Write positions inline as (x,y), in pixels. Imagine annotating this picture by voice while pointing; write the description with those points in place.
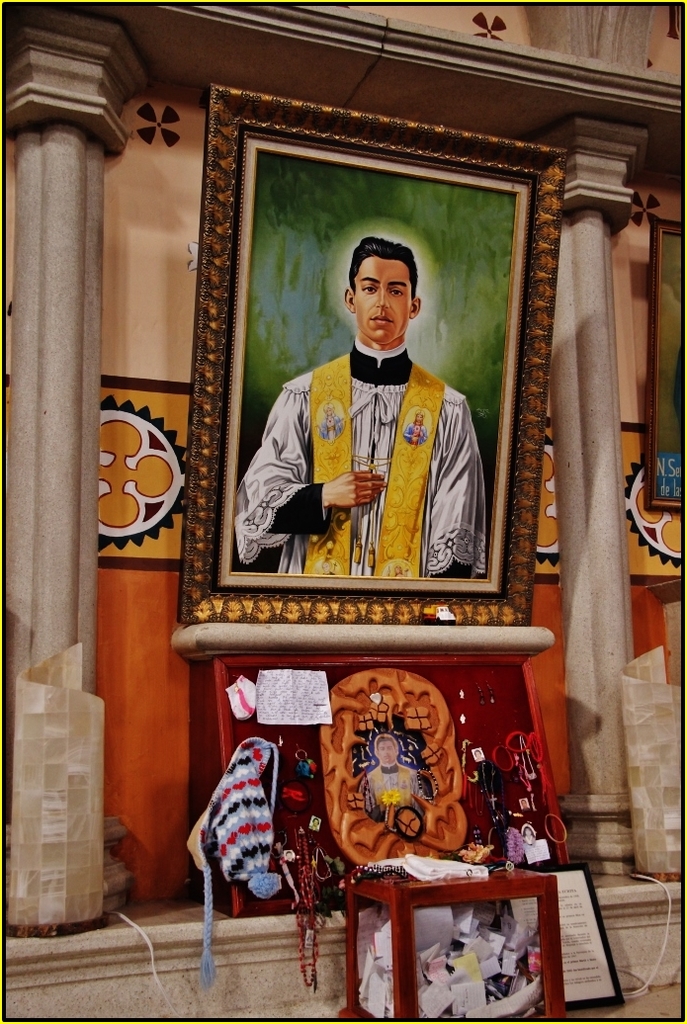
The photo is taken inside a room (135,719). in the middle (398,417) there is a photo frame (259,299). The photo (407,473) is of a man (388,355). Below the photo frame (412,615) there are some chains (493,764), some band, a cap (241,798). Down to that there is a box (411,966) in the box (404,959) there are many paper (464,952). In the background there is a wall (128,671) there are pillars (51,298).
